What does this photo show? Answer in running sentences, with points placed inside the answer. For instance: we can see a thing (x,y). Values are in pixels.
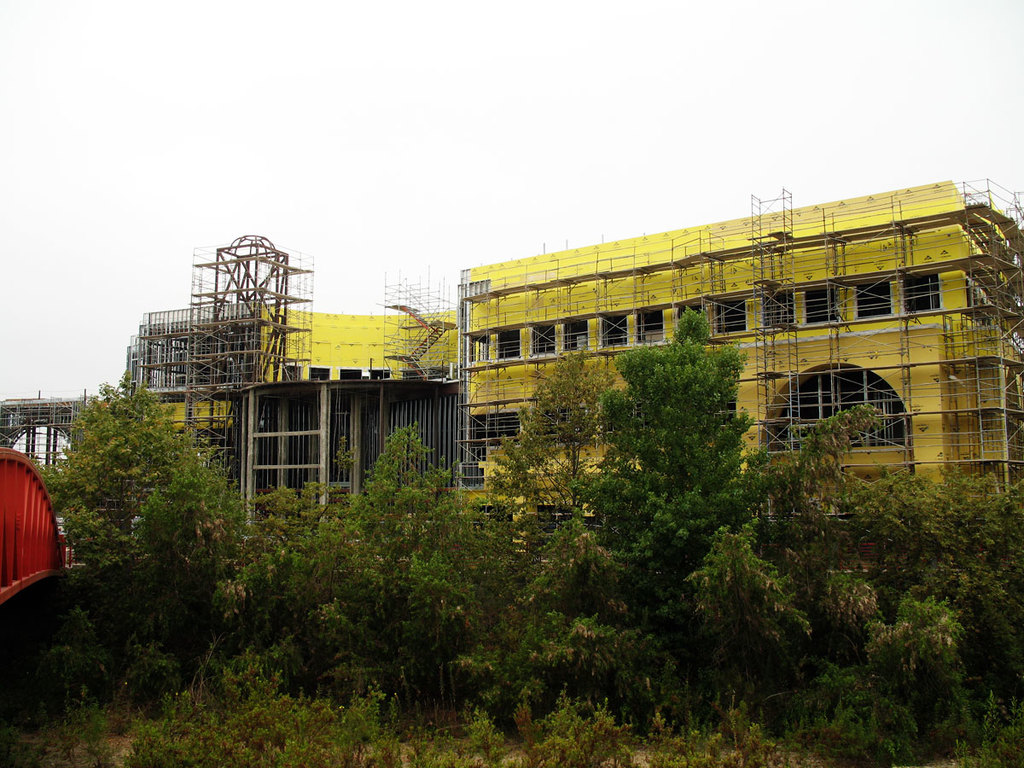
In this picture there is a building (573,321) which is yellow in color and there are trees (470,511) in front of it.
